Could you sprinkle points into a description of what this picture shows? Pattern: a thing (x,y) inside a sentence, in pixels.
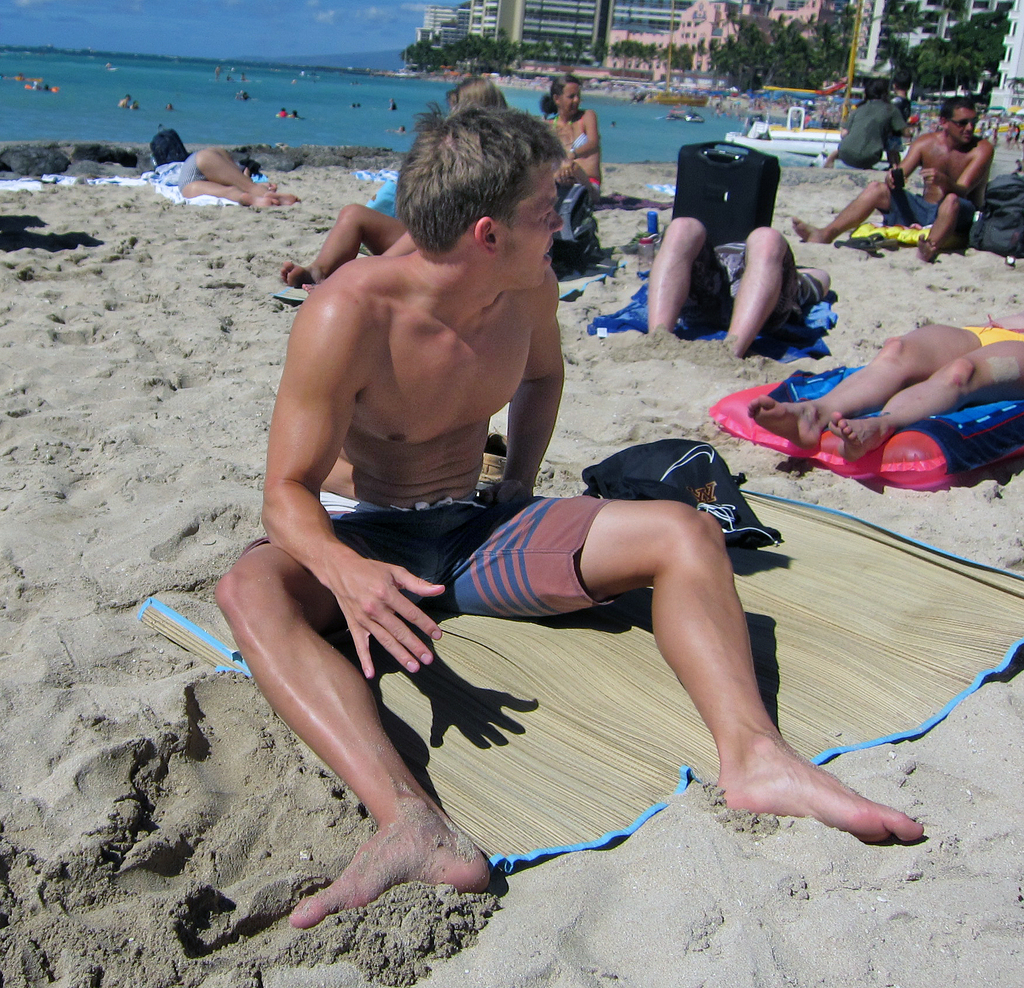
In this image we can see sand (613,889). On the sand (651,855) there are many people (473,296) lying. Some are sitting. Also there is mat (821,585) and clothes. In the background (236,118) we can see people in the water (292,96). Also there are buildings (594,18) and trees (816,60). And there is sky (299,18).
